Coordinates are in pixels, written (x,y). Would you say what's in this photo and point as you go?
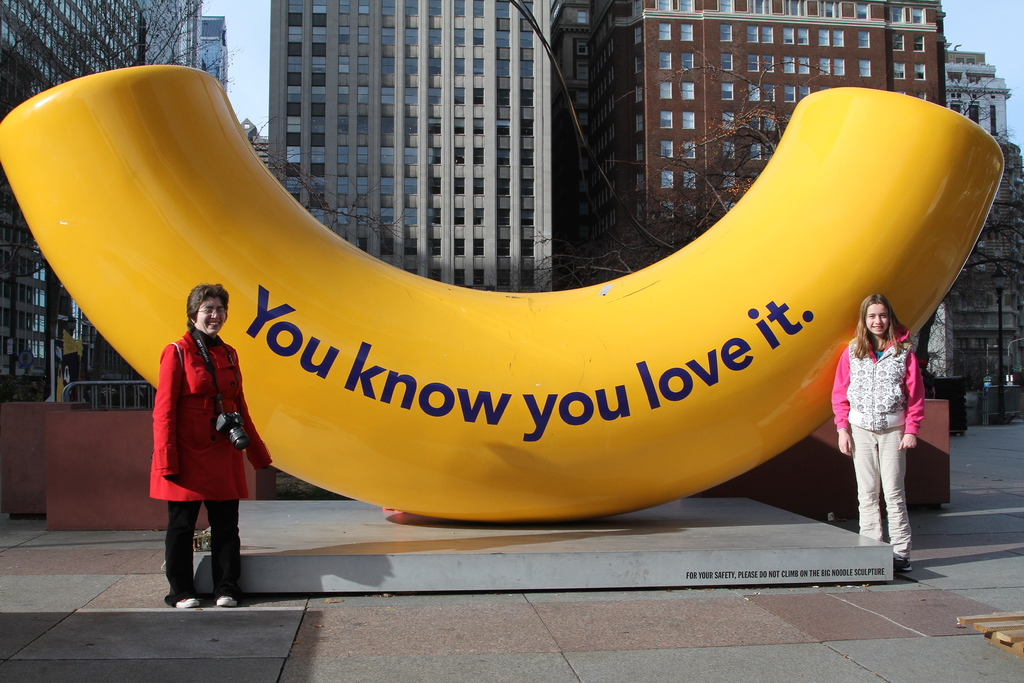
In this image there are two women (892,473) standing near an object (865,127), on that there is some text (773,342), in the background (268,109) there are trees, buildings (498,115) and the sky (957,36).
